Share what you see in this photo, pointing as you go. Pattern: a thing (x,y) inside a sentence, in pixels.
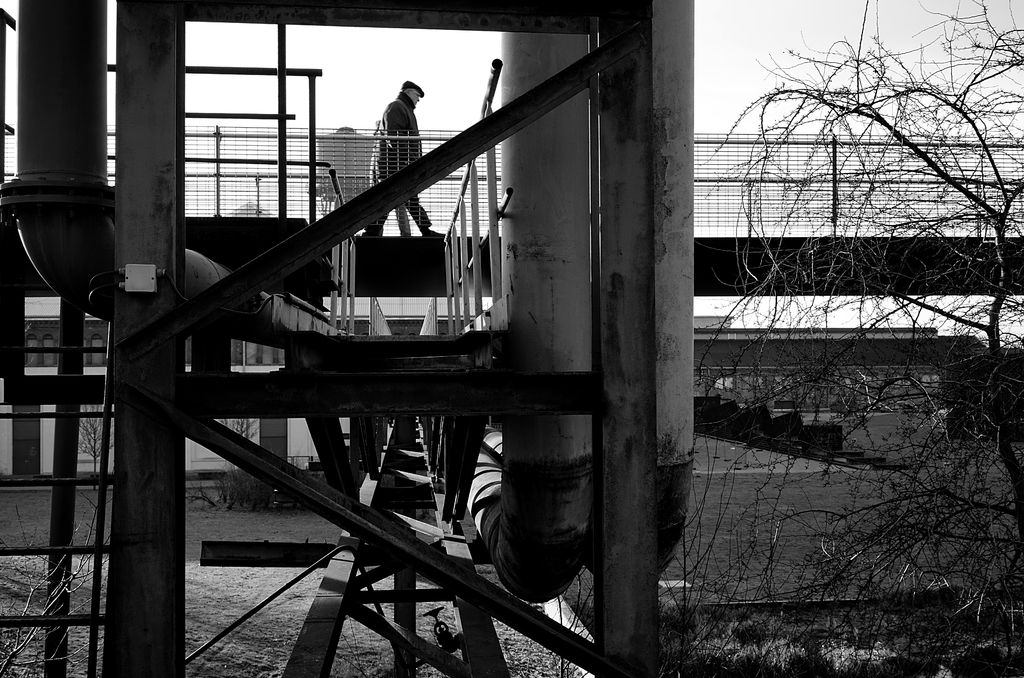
In this picture we can see a bridge (785,295), on this bridge (422,268) there is a person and in the background (870,324) we can see trees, sky (858,316).
